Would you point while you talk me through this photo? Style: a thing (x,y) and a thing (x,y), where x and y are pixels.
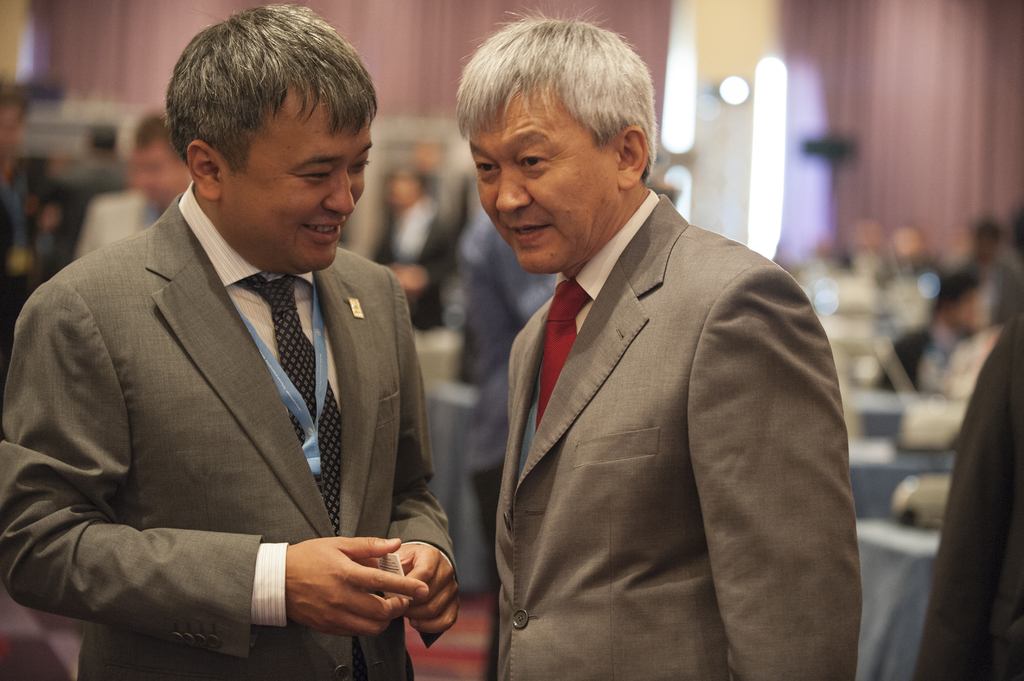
In this image we can see many people (466,326). A man (405,494) is holding an object (385,554) in his hand (358,579) at the left side of the image (335,539). There are many tables (890,528) in the image.
